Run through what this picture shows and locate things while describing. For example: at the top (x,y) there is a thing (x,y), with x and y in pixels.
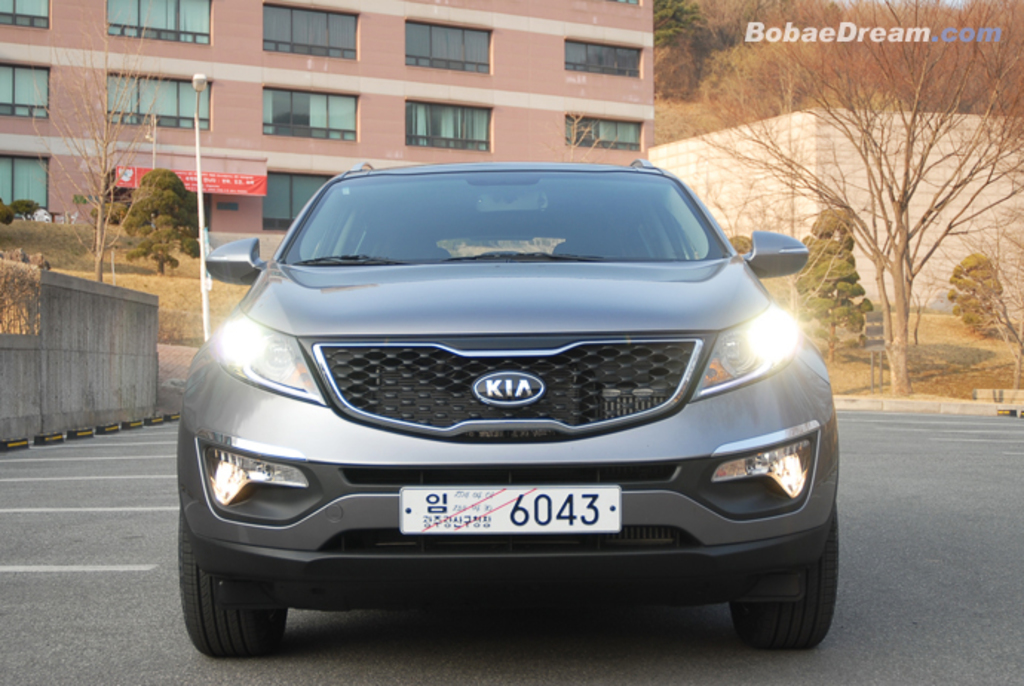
In this image in the center (653,262) there is one car (488,267) and in the background (356,113) there is a building (250,144), trees (162,183), wall (880,142), pole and grass (187,264). At the bottom (336,651) there is a road (909,487).
